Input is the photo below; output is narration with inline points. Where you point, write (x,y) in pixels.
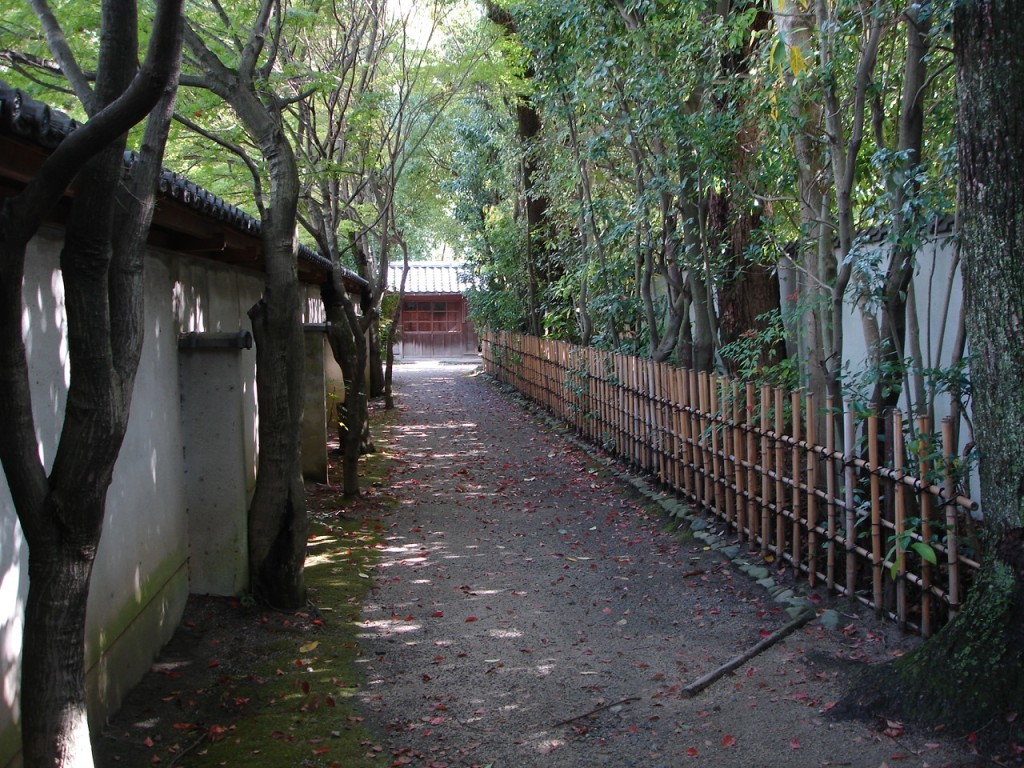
In this image we can see a group of trees (392,354). On the right side (924,355), we can see a wooden fence (897,446) and a wall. On the left side (192,266), we can see a wall (245,288) of a house (235,381). In the background (429,304), we can see a house (415,314). In the foreground (583,635) there are many dried leaves (592,564) on the ground (571,688). At the top (461,16) we can see the sky (422,11).
